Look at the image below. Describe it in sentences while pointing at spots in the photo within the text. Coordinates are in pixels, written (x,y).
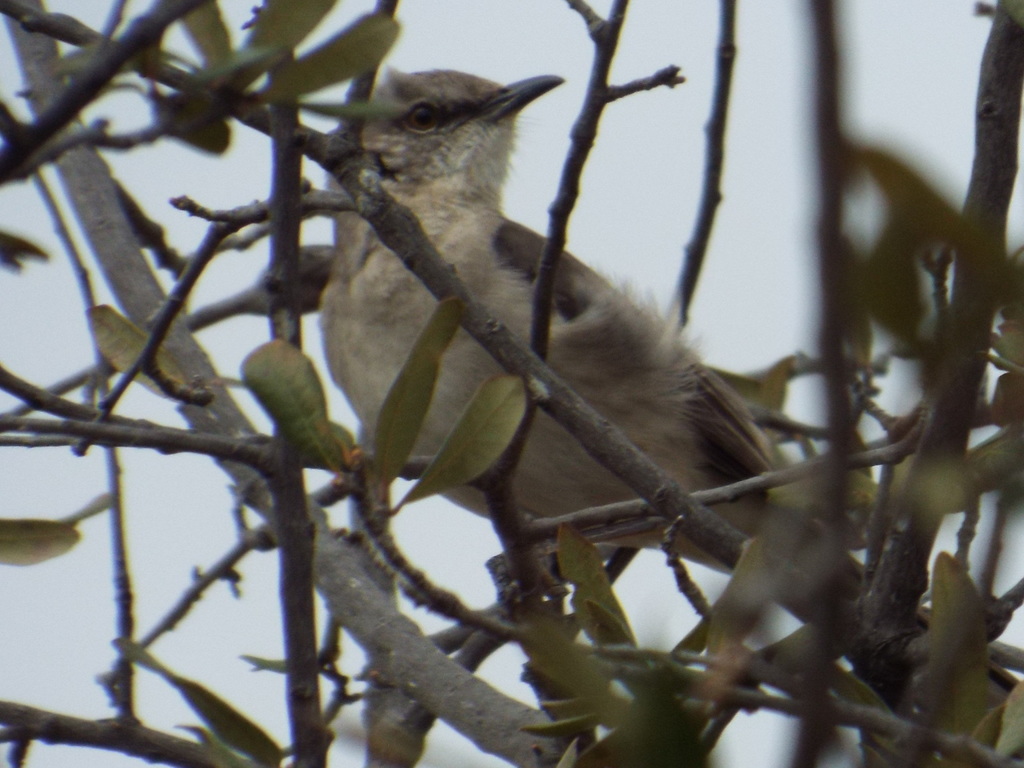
In this image I can see a bird (582,501) on a tree (289,429), it is looking at the right side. At the bottom of the image (401,669) I can see the stems (383,660) and leaves (955,637). On the top of the image (480,32) I can see the sky (495,32).
